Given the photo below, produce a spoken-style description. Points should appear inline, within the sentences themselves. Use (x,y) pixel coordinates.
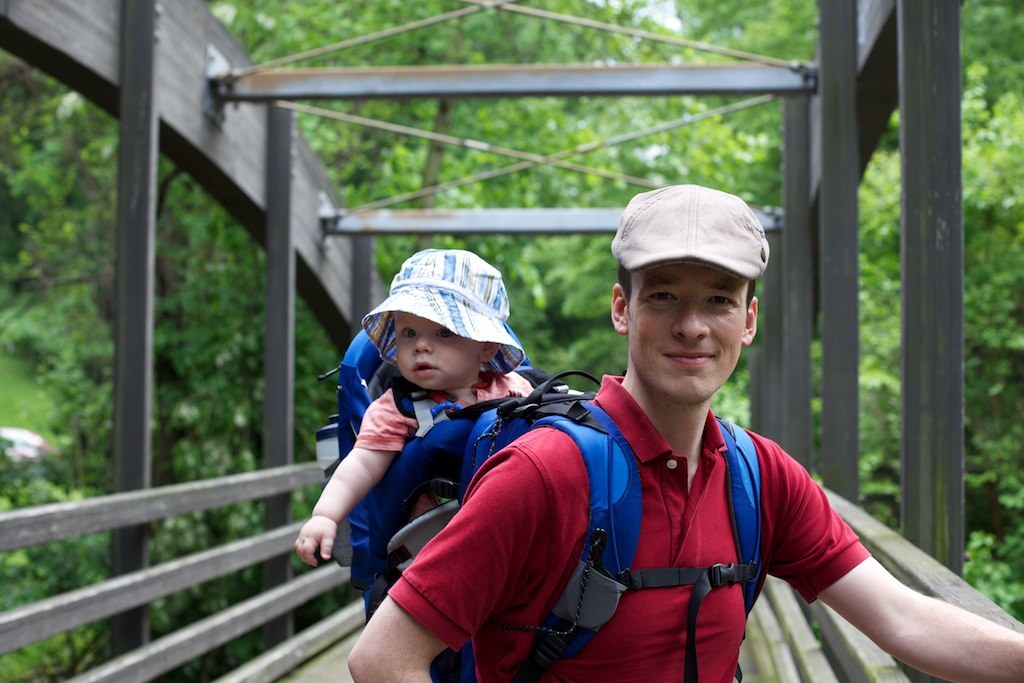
In this image we can see a person (559,466) wearing red color dress (537,511) standing and carrying blue color backpack (441,452) in which there is a kid (445,393) who is wearing cap (503,304) and in the background of the image (444,198) there is a bridge (599,232) and there are some trees (525,136).
